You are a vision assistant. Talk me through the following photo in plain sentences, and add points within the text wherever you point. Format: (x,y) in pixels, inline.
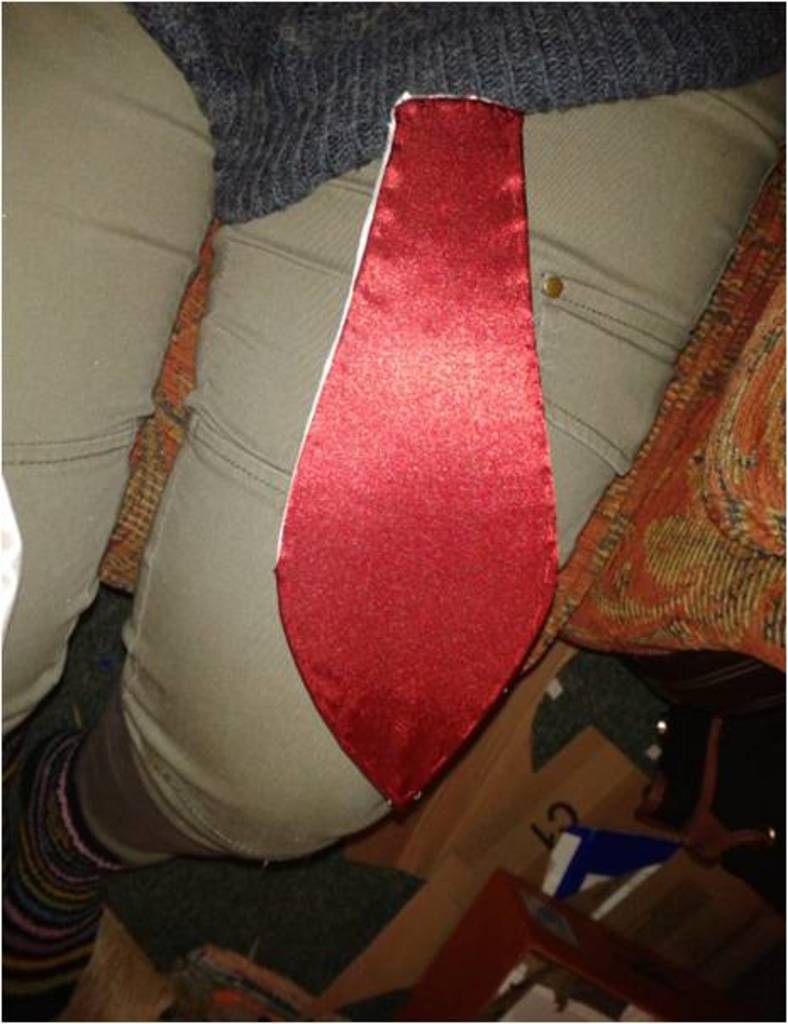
A person (210,97) is sitting. There is a red tie (401,105) on his lap (351,257).
